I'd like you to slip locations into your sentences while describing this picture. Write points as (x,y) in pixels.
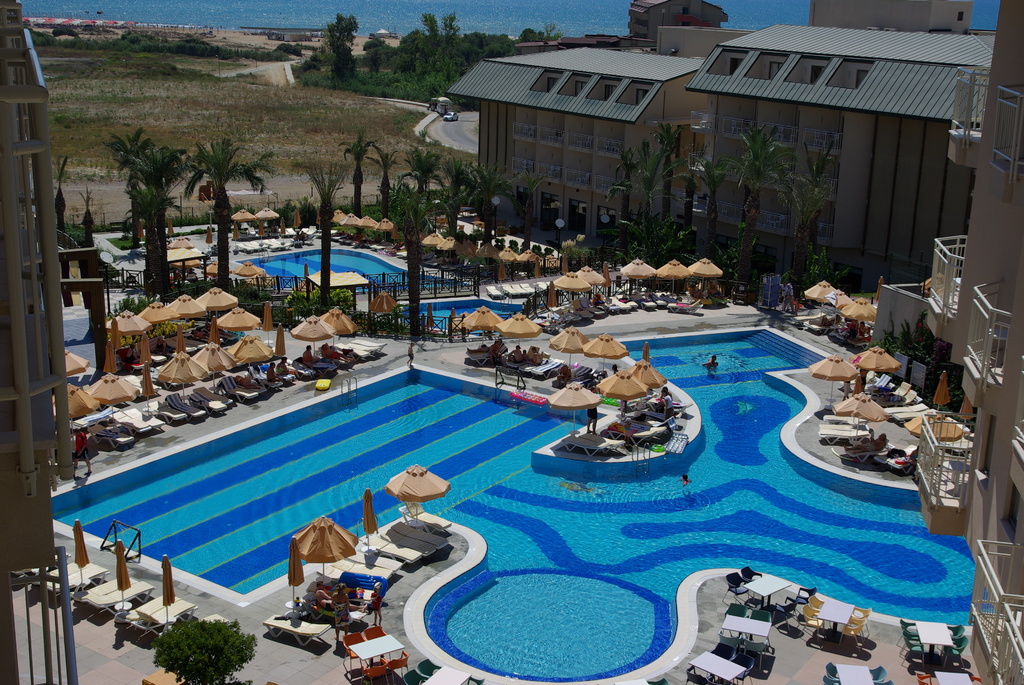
In this picture we can see group of people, swimming pool (738,419) and few buildings (683,222), beside to the swimming pool (389,470) we can find few umbrellas (439,496), chairs (427,544) and tables (735,624), and also we can see few trees (429,158) and vehicles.
